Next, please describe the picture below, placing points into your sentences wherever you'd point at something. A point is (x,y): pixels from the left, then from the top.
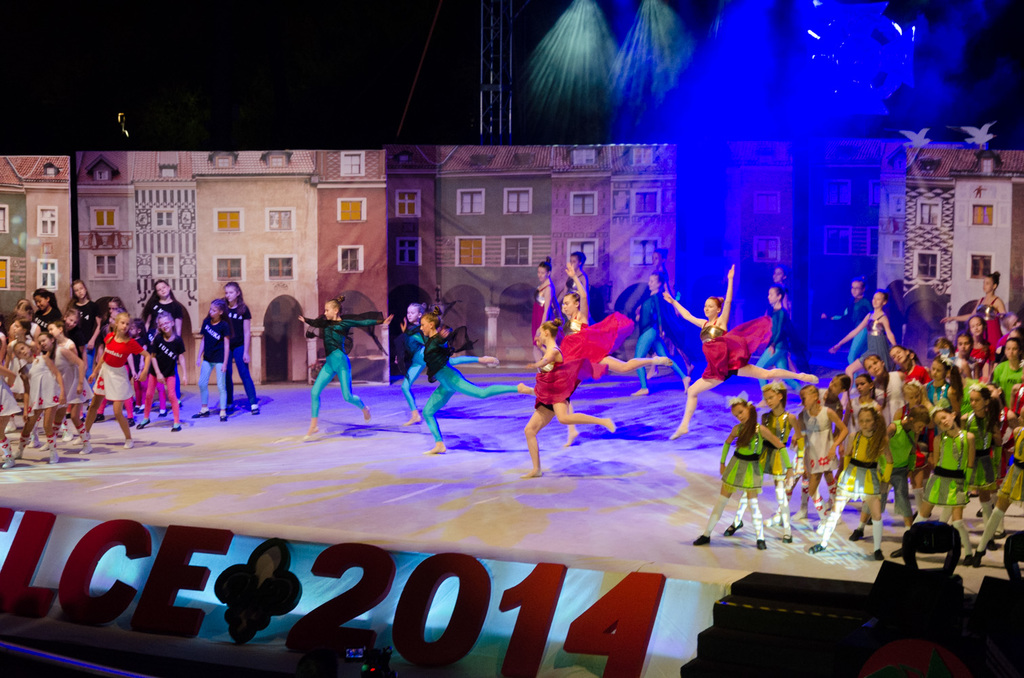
In this image I can see boards (617,605), stage (294,518), steps (793,601), people (882,532), focusing lights (551,48), beam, buildings (503,218) and objects (911,574).
